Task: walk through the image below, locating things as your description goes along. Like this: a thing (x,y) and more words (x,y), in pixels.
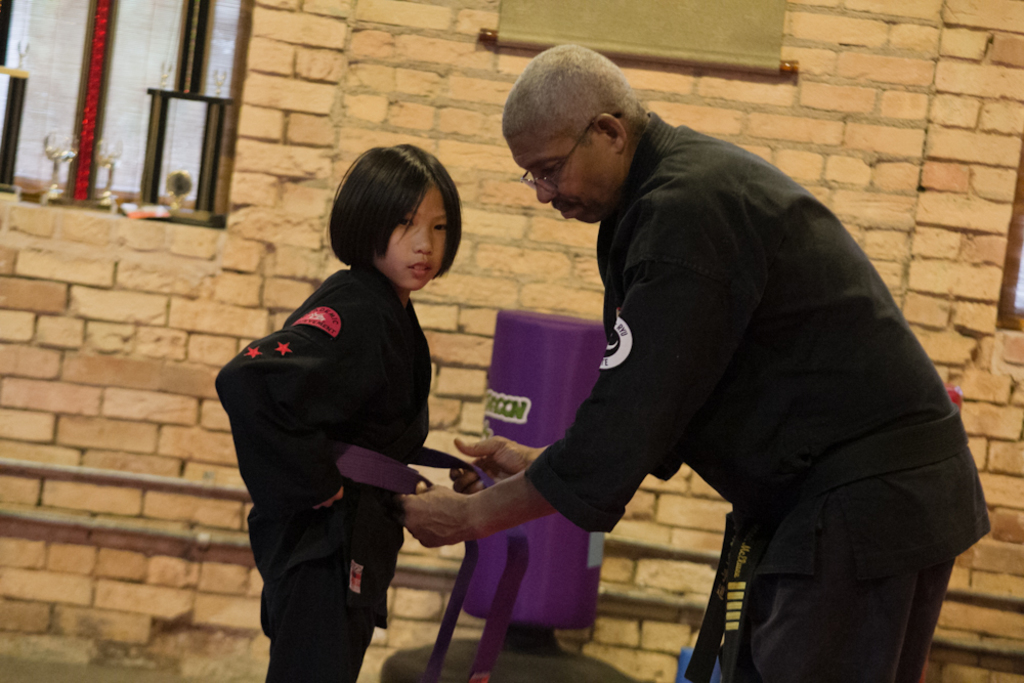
In this picture we can see a man (758,415) and a girl (408,473) here, in the background (872,191) there is a wall (890,146), we can see a belt (519,531) here, on the left side (57,155) we can see two glasses (72,157).
